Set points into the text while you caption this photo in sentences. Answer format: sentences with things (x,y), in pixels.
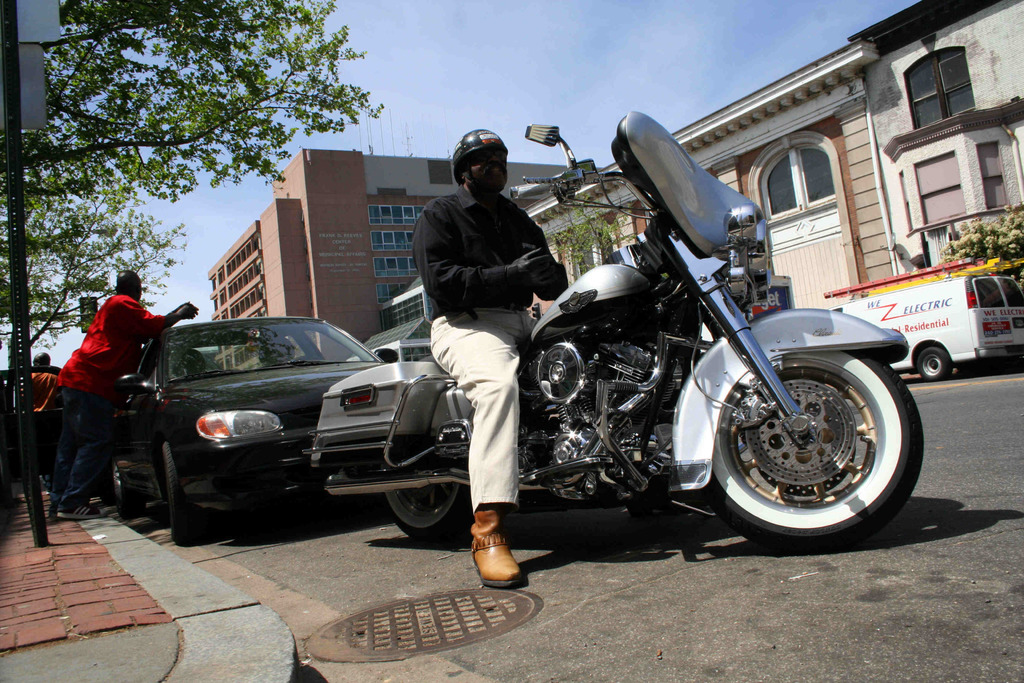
This man (480,190) is sitting on a motorbike (530,358) and wore helmet (498,140). These are buildings (392,214) with windows (380,220). Vehicles (910,304) on road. Beside this vehicle (224,376) a person (158,315) is standing.
